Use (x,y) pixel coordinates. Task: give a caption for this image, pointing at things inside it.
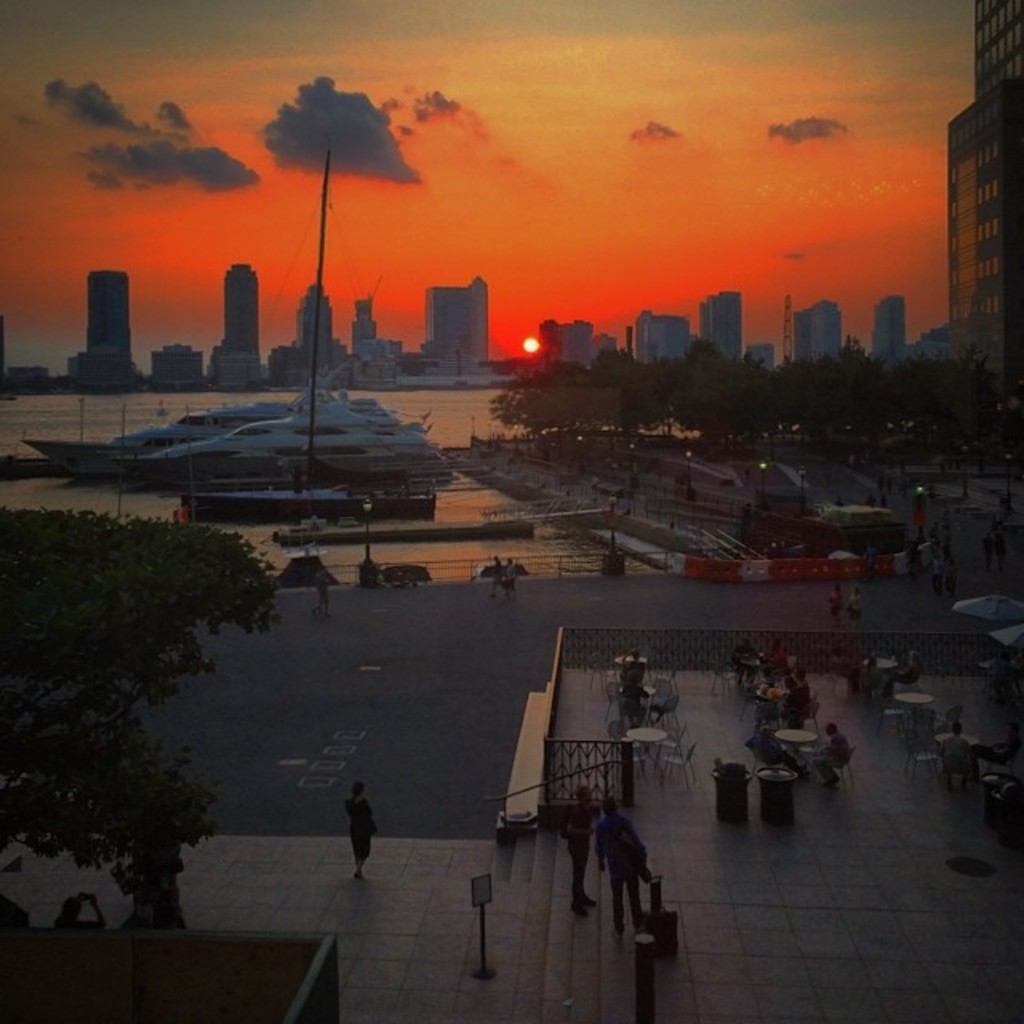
In this picture I can see at right side (747,648) there are few people (801,726) sitting and they have tables (802,739) in front of them and in the backdrop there are trees (3,591), buildings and there is a sea (16,483) with few boats (302,469) docked on the water (489,508) and the sky (571,212) has clouds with sunset (507,283).
